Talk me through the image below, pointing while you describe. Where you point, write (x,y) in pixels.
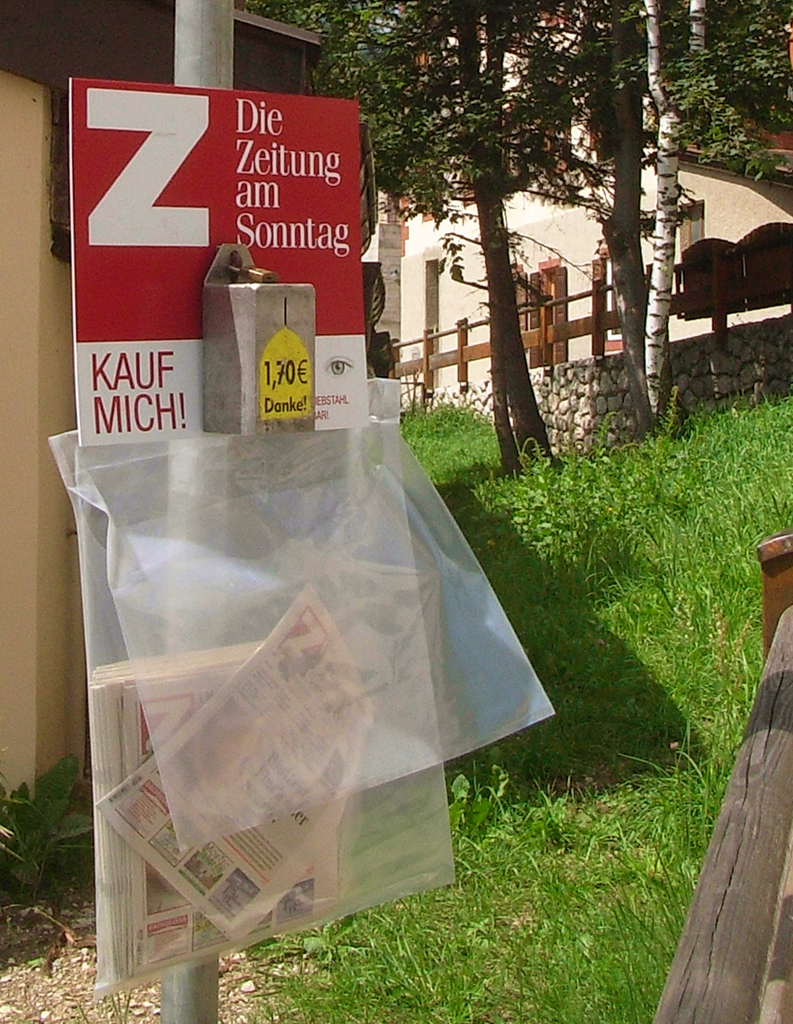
In this picture, we can see a pole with poster (120,433), and some text (292,361) on it, we can see some object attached to it, and transparent covers (256,652) and some papers (291,839) in it, we can see the ground (583,708) with grass (585,679), we can see wooden object (679,1018) in the bottom right side of the picture (731,970), fencing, wall (574,394), buildings (579,264), and trees (499,401) in the background (620,400).
